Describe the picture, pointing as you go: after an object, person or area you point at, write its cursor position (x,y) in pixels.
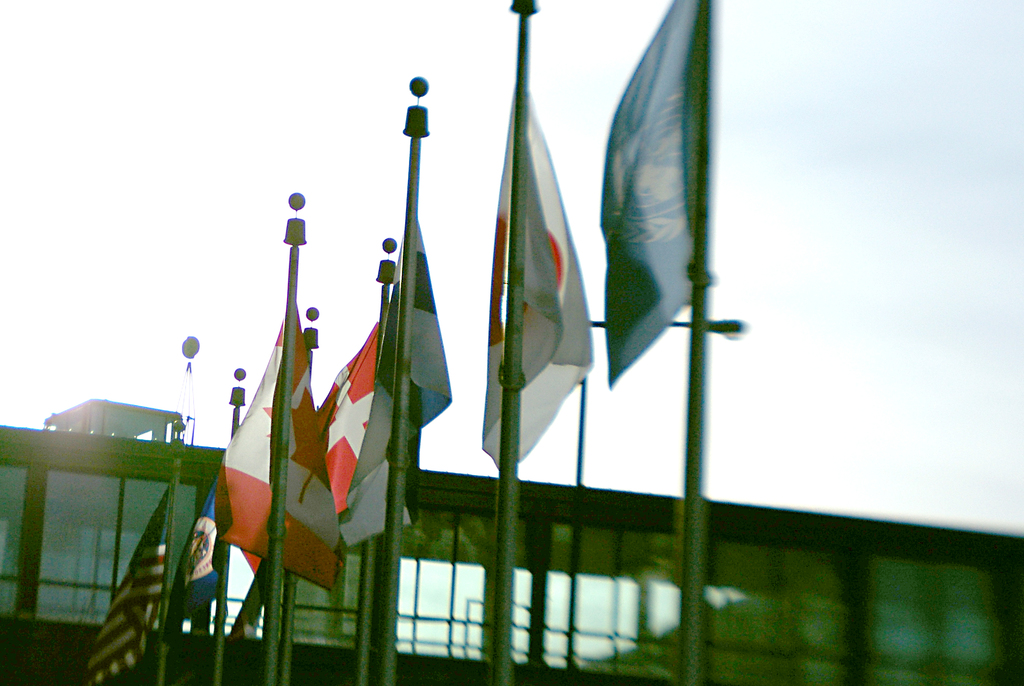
In the foreground of this image (631,233), there are flags (160,551). At the bottom (805,612) background (838,615), there is a building (822,615). At the top (268,61), there is the sky (217,62).
